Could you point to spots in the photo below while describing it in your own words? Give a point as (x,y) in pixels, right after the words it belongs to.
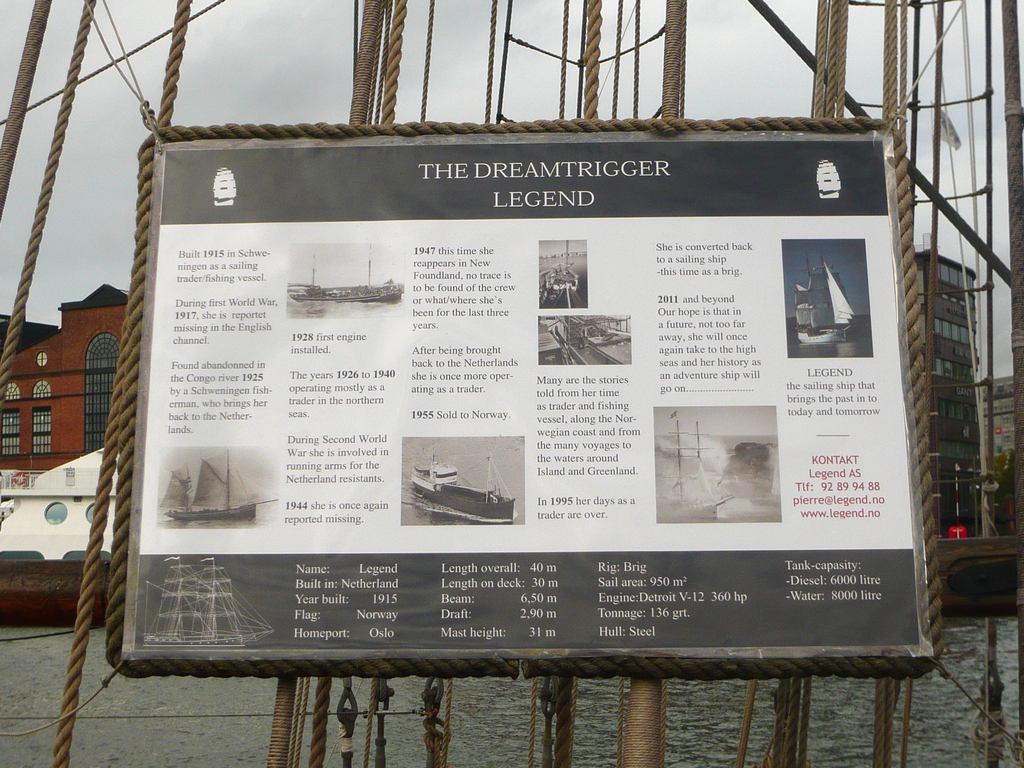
In this picture we can see board (339,357) attached to the ropes (683,50) and boat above the water (97,704). In the background of the image (89,374) we can see buildings (926,276) and sky (640,73).
